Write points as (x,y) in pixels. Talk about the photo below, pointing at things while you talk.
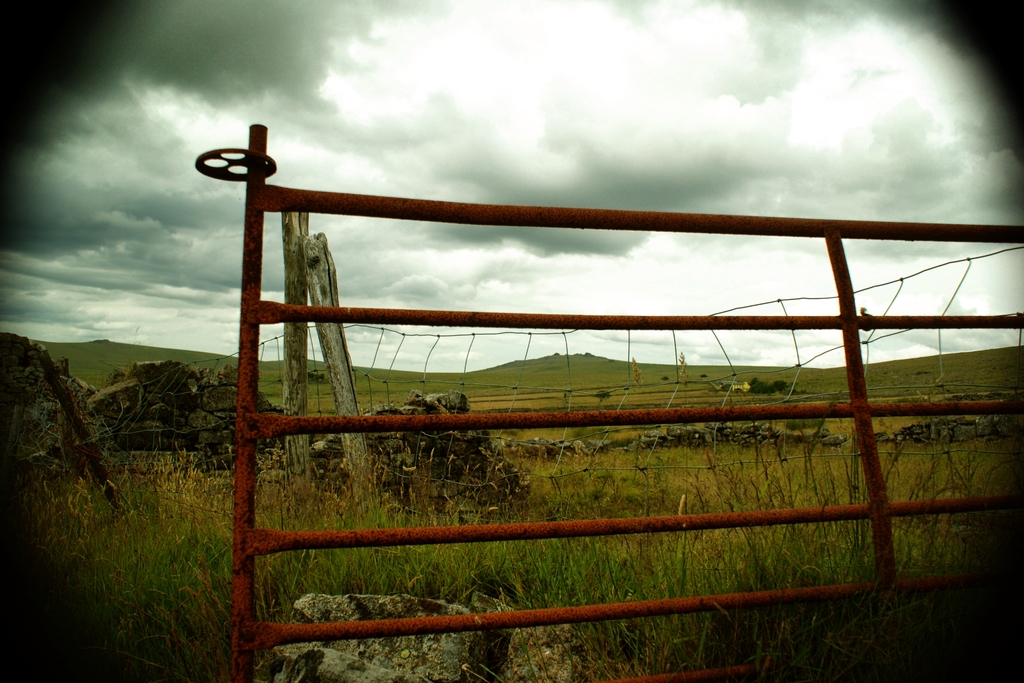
In this picture we can see the iron grilles (579,326) and behind the grilles (304,317) there are wooden poles (341,386), fence (376,353), hills (261,376), grass (547,400) and the cloudy sky (304,153).
